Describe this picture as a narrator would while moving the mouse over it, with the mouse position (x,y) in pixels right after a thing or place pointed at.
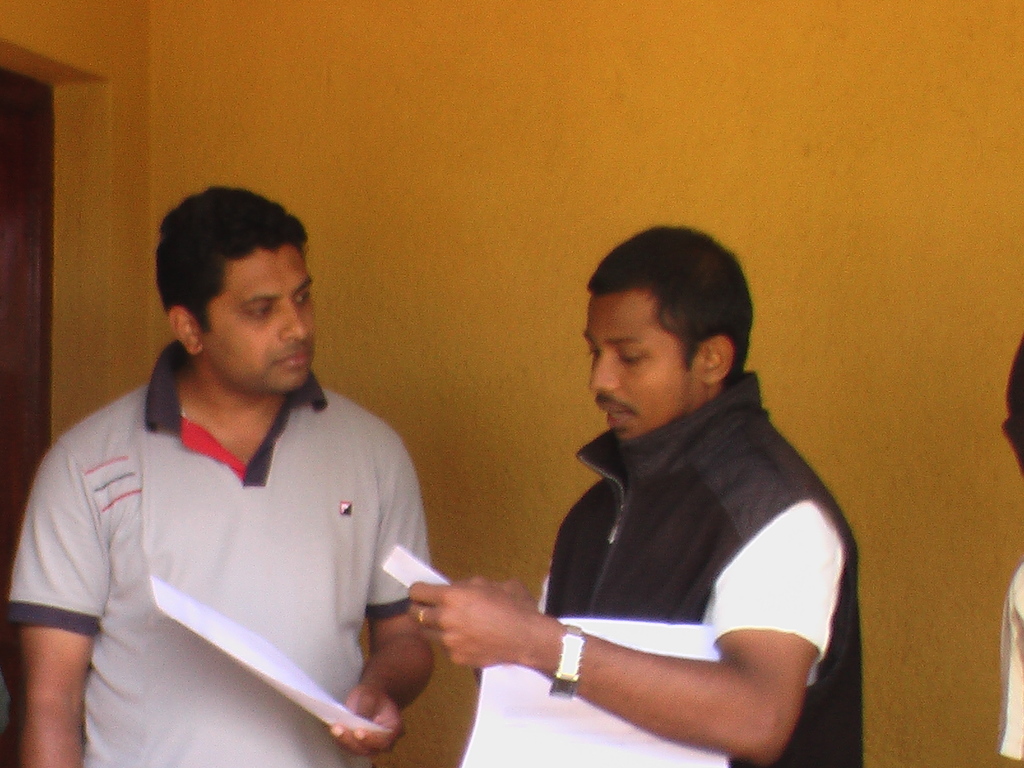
In this picture I can see there are two people (636,479) and one of them is speaking. They are holding papers (599,627) and there is a wall (64,230) in the backdrop (561,229).
